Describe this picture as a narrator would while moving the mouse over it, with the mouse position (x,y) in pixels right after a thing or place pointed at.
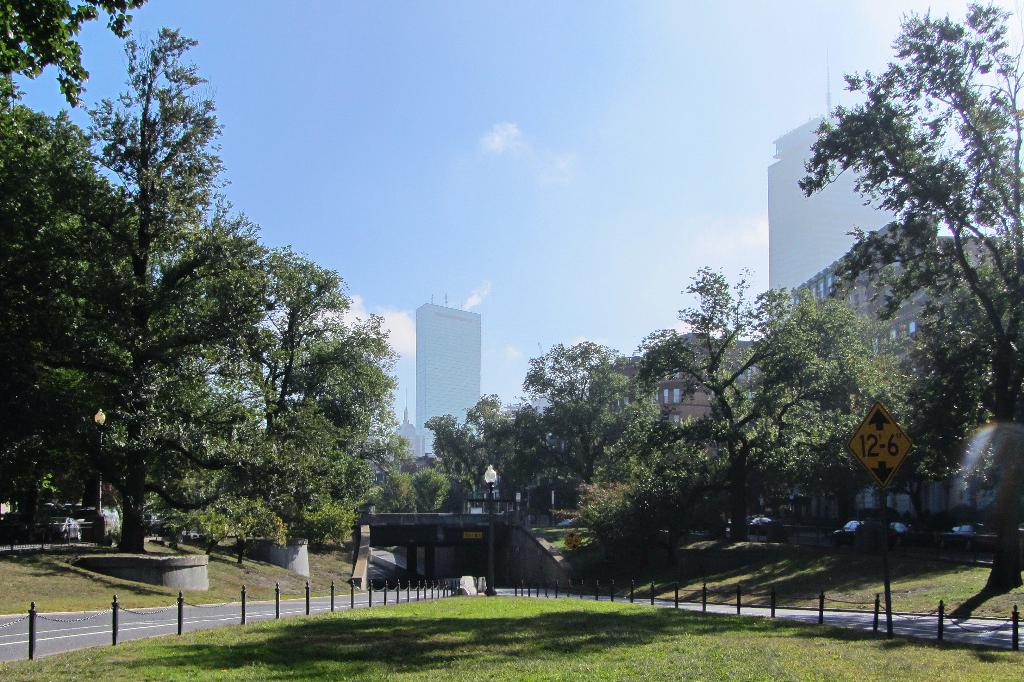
In the picture we can see a grassy surface (565,653) around it, we can see the road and behind it, we can see the trees (616,485) and the part of the building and the sky (534,353) with clouds (402,315).
